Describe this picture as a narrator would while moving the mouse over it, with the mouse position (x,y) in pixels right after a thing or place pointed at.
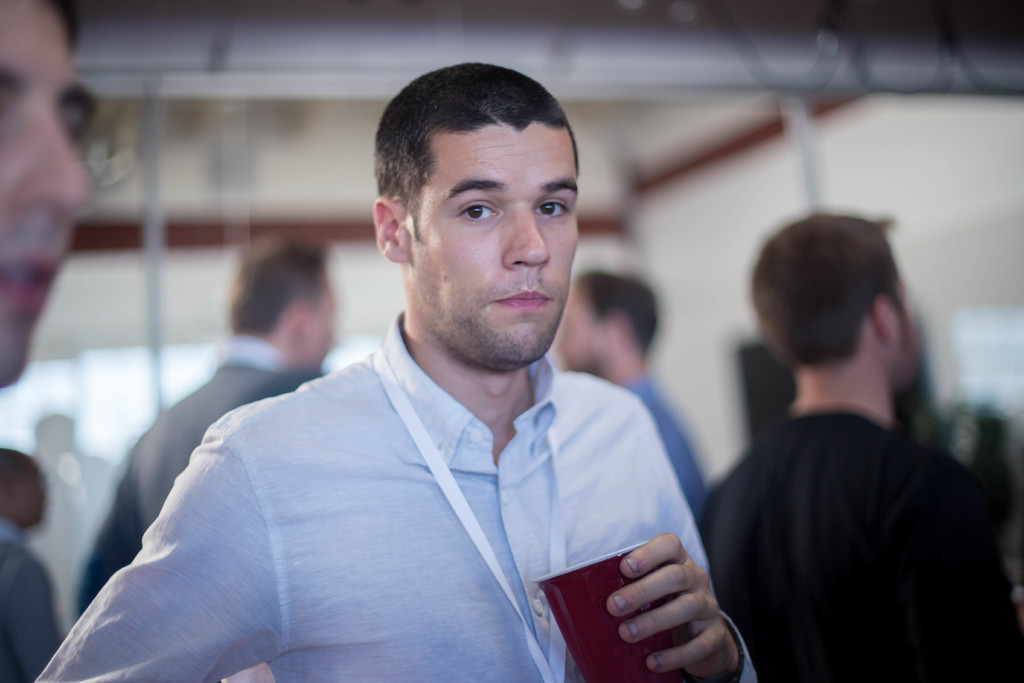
There is a man (483,510) holding a glass (656,645) in the foreground area of the image (388,442), there are people (315,255) in the background (304,340).
